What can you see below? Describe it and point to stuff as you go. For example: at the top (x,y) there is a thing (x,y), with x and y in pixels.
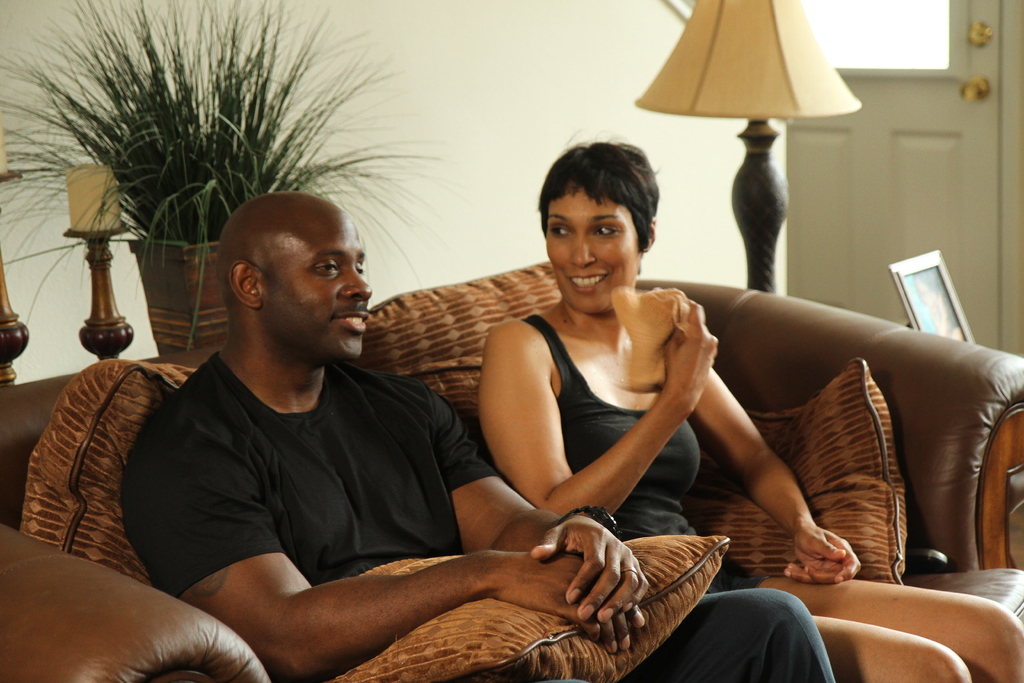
In this image there is a sofa (86,639) on which there is a man (253,546) on the left side (264,515) and a woman (567,387) on the right side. They are sitting on the sofa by holding the pillows (648,590). On the right side (776,216) there is a lamp (777,173) beside the sofa (778,299). In the background (39,361) there is a wall (85,349) on which there is a pot (162,288) and a candle stand (101,283) beside it. On the right side (916,292) there is a photo frame (918,296) on the table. Behind the photo frame (933,277) there is a door (938,159).
